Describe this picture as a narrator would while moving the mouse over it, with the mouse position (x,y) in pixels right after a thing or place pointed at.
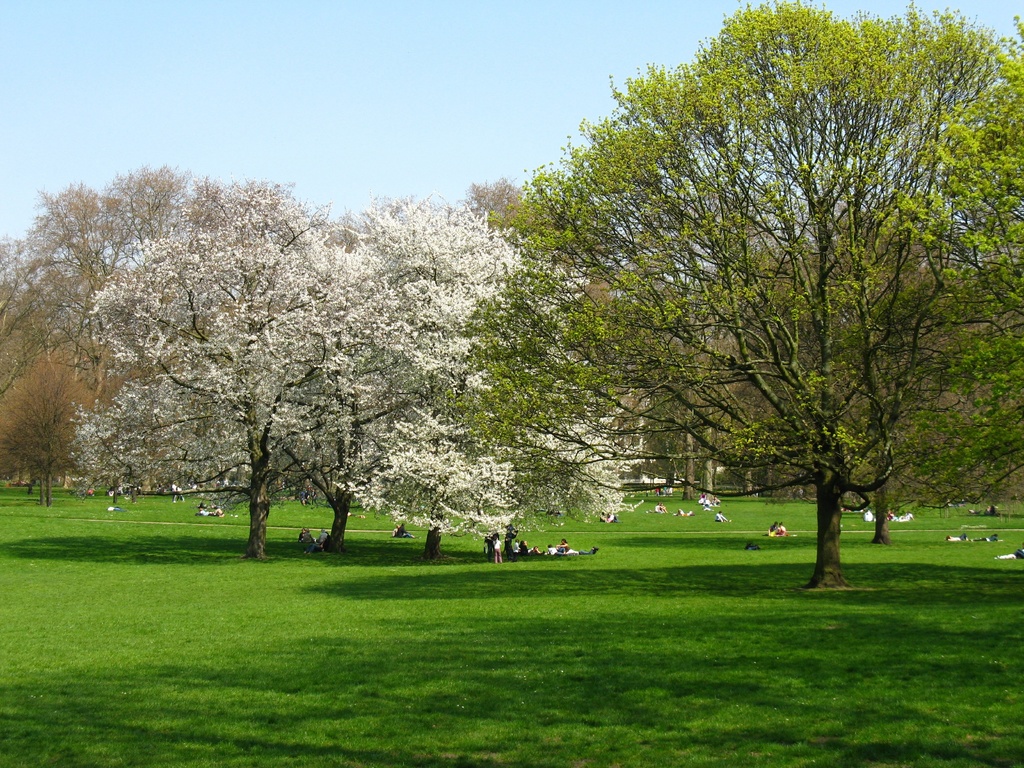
At the bottom of the picture (319,701), we see grass (590,727). We see people (510,533) sitting under the trees (483,521). There are people (663,503) sitting on the grass (730,514) in the background (675,511). There are trees (561,311) in the background (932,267). At the top of the picture (353,137), we see the sky (353,137). This picture might be clicked in the park (412,556) or in the garden (124,577).
